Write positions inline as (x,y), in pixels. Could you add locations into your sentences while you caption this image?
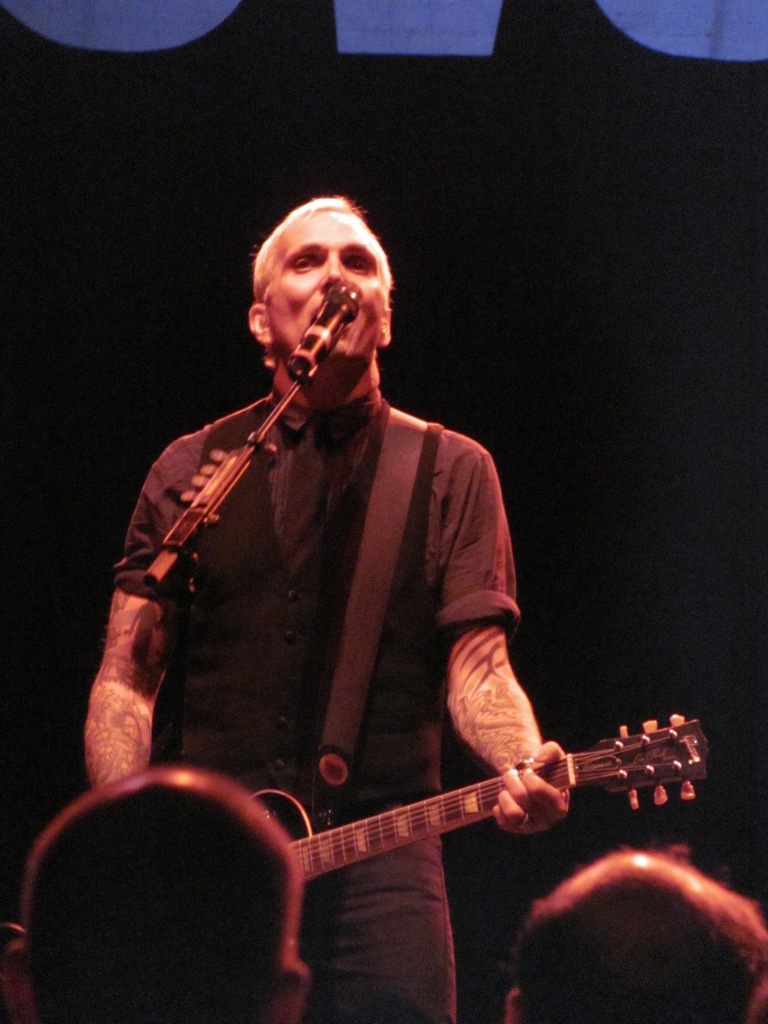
In this image there is a man (328,504) who is playing the guitar (307,823) and singing through the mic (340,315) which is in front of him. There are crowd (222,906) in front of him.
